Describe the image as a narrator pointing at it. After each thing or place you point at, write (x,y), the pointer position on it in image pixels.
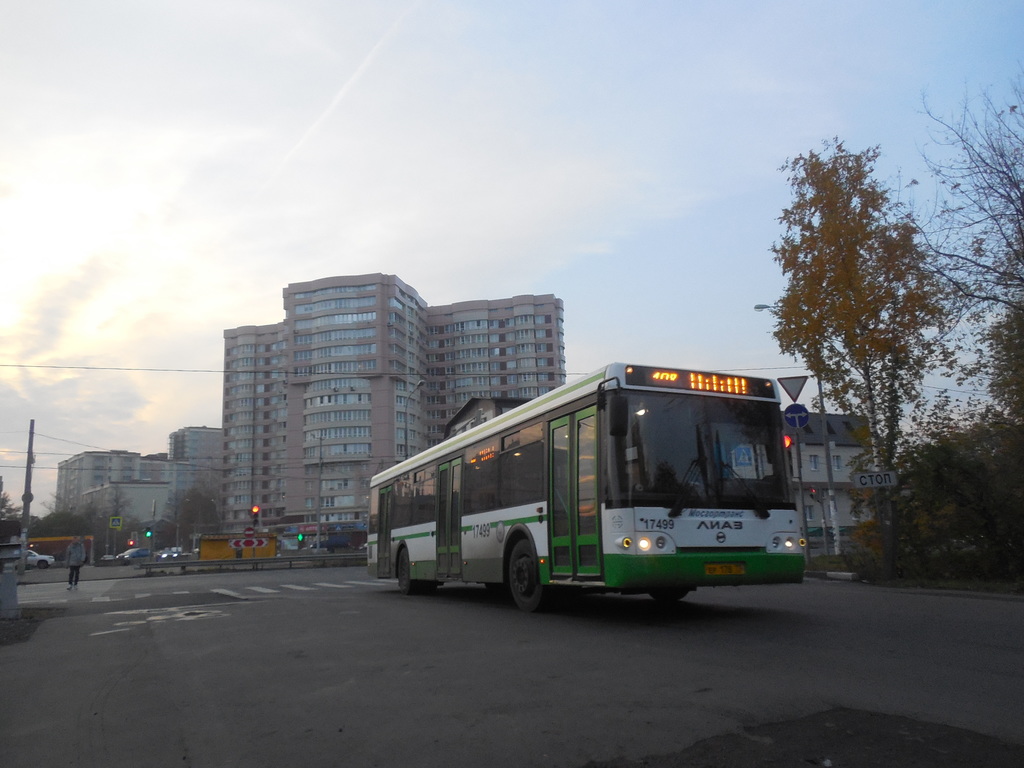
In this image, we can see a bus (515,517) with doors (551,491) and glass (747,417) on the road (429,682). Here we can see a person (72,565) on the road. Here there is a sky (421,260).
